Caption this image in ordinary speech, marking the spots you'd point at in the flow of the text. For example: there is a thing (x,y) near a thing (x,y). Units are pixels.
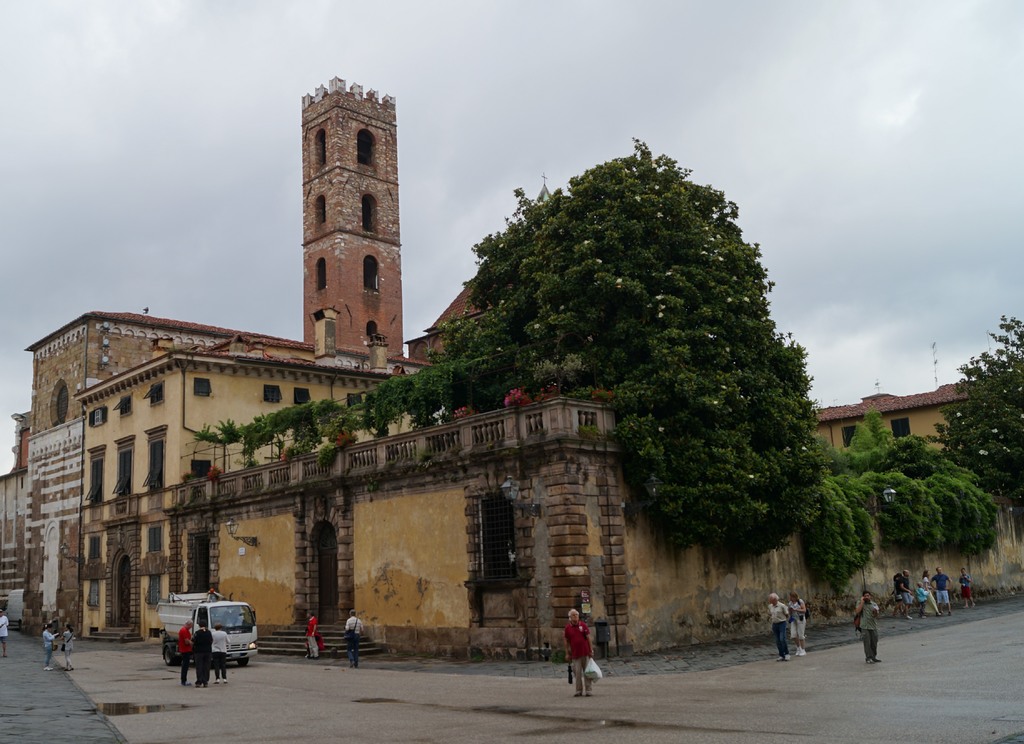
In this picture I can see the trees (726,449). I can see the vehicle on the surface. I can see the buildings (243,589) on the right side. I can see a few people (579,665) on the surface (544,682). I can see clouds (497,100) in the sky (596,71).
